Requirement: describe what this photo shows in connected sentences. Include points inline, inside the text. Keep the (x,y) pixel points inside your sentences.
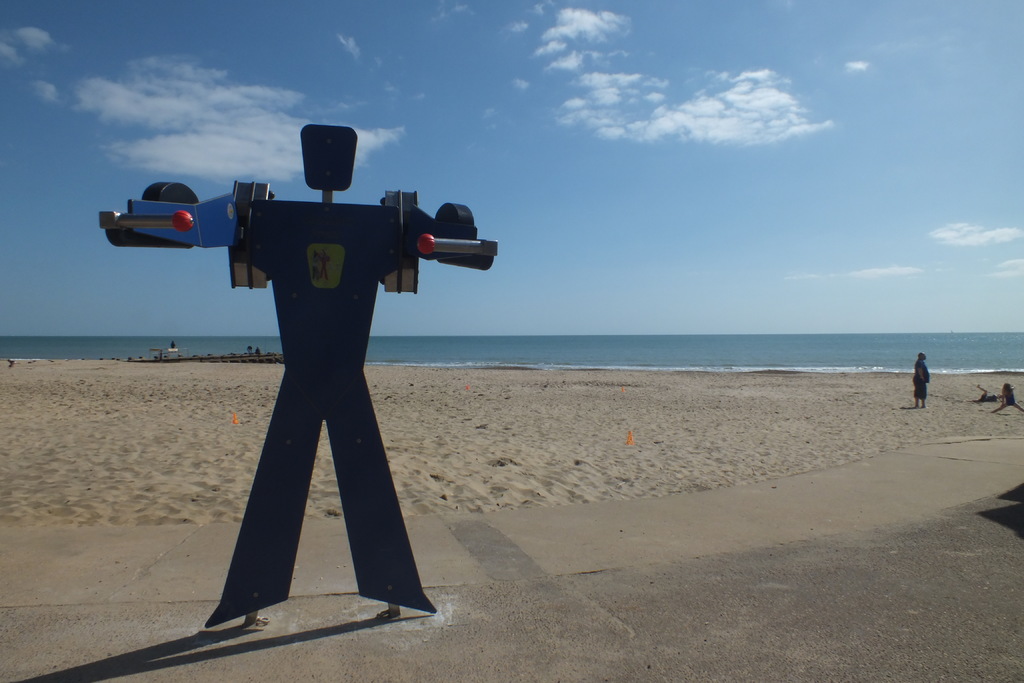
In the foreground (328,237) I can see some object (315,408) on the road (483,619) and some persons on the beach (553,488). In the background (432,323) I can see water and the sky (534,327). This image is taken may be on the sandy beach (584,497).
